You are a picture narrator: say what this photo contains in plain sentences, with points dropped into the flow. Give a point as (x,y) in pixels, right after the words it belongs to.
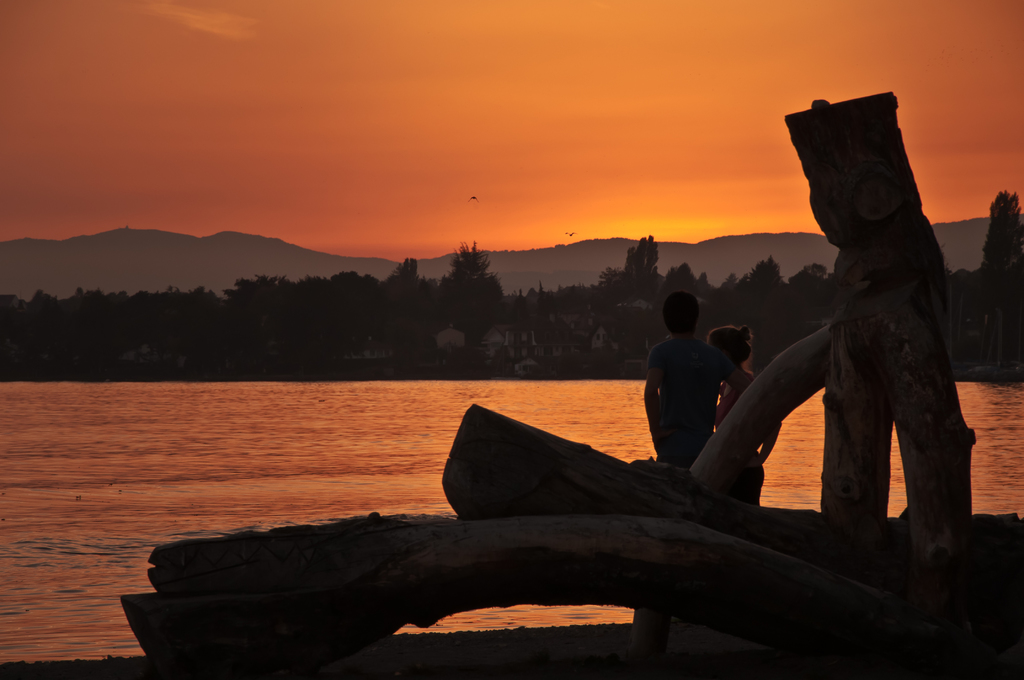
In the center of the image (680,448) we can see tree trunks (814,529) and two persons (712,418) are standing. In the background (427,61), we can see the sky (407,153), trees (638,291), buildings (598,330), hills (536,284), water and two birds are flying.
